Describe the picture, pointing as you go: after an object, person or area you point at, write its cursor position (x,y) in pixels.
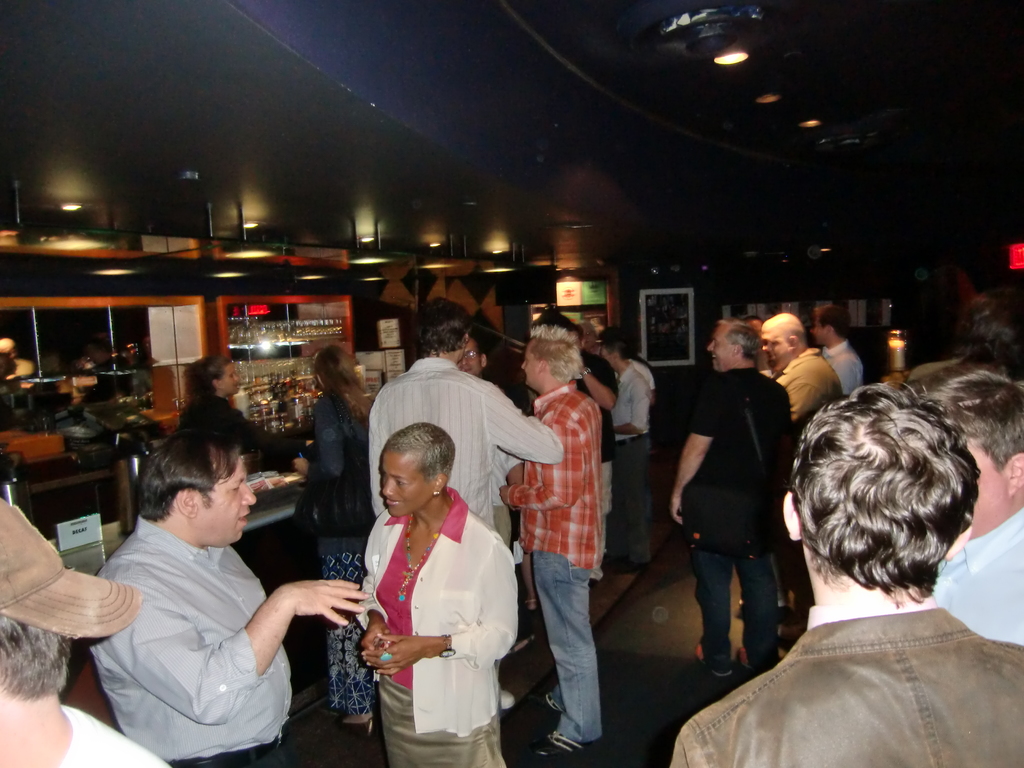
People (595,562) are standing. There are bottles (291,380) in the shelves (251,392). There are lights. There are photo frames (764,311) at the back (764,311).
